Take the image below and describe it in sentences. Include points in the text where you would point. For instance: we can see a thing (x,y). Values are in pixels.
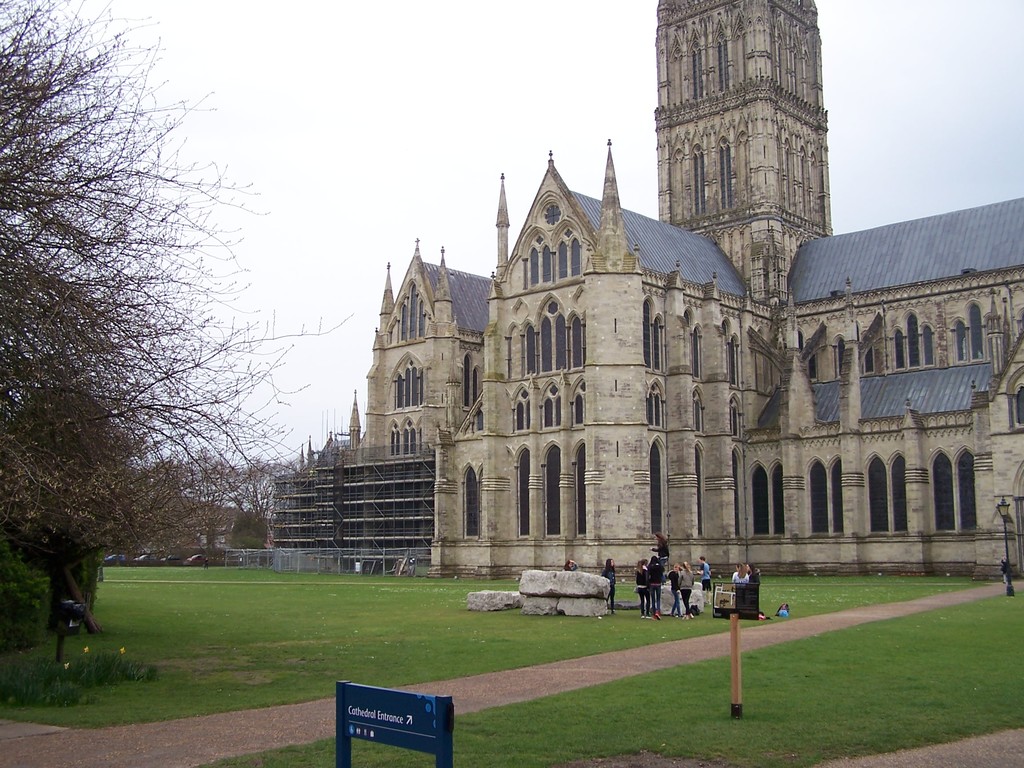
In this picture we can see people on the ground (687,640) and in the background (594,543) we can see a building (569,527), trees (19,149), sky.
